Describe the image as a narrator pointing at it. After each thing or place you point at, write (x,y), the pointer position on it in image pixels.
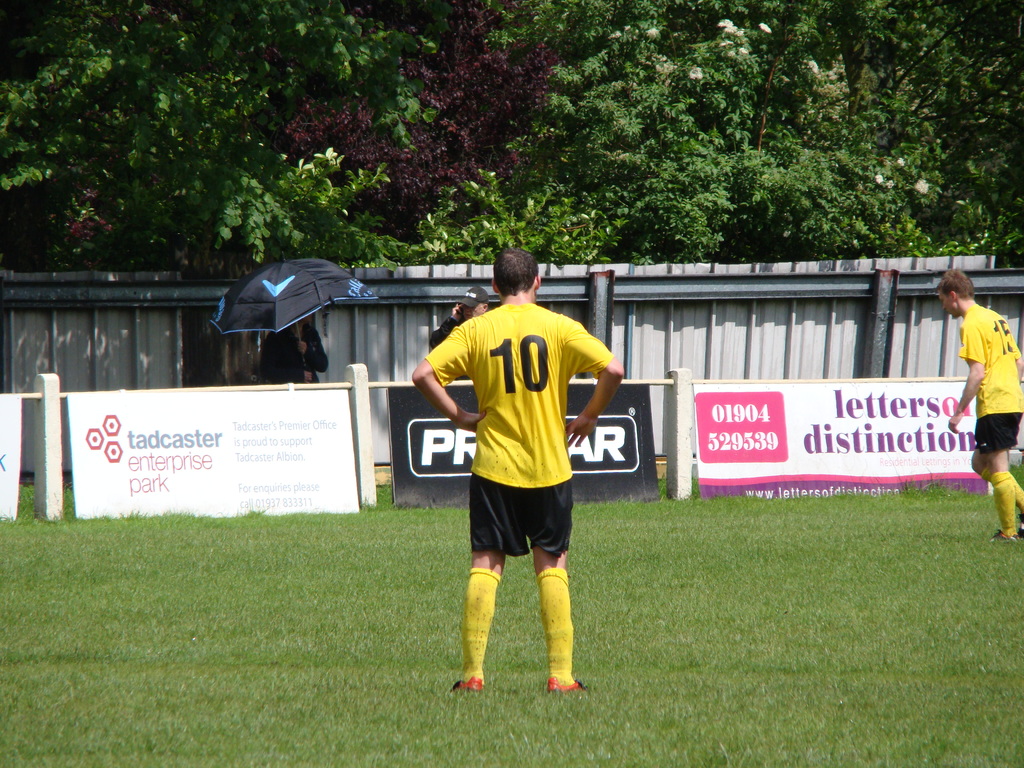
In this image I can observe four persons (545,432). There is some grass (855,714) on the ground (443,649). At the top (482,156) there are some trees (650,224). There is some text (738,442) in middle of the picture (594,451).
